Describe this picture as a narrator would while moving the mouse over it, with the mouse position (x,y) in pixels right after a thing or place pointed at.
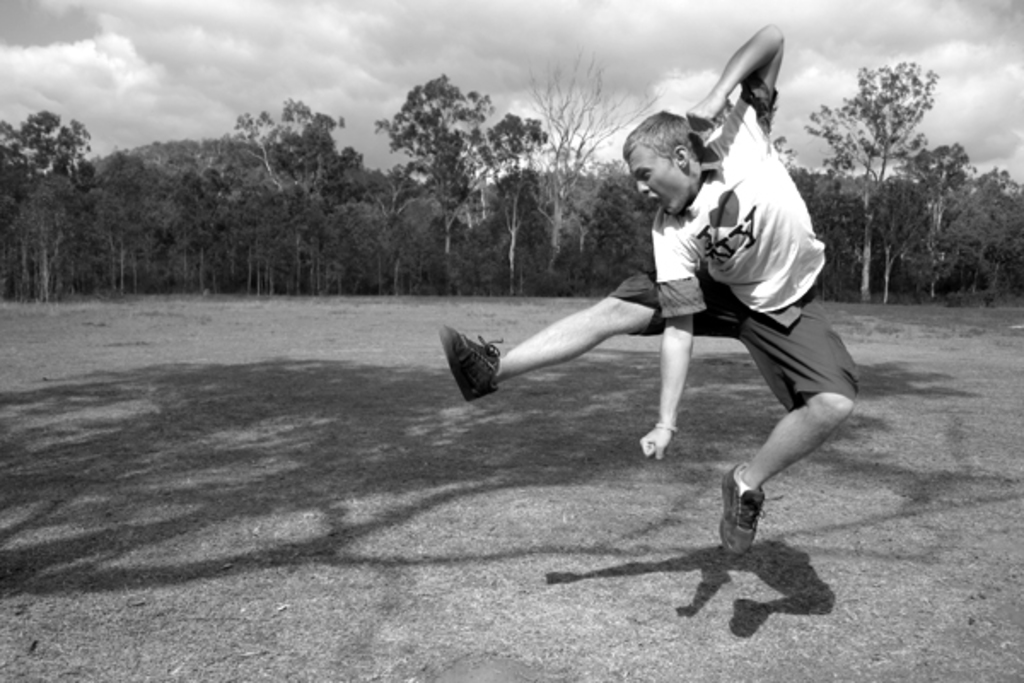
This is a black and white image and here we can see a person (501,355) jumping and in the background (527,224), there are trees (253,133). At the top (256,33), there are clouds (265,40) in the sky (275,105) and at the bottom (279,507), there is ground (245,506).
